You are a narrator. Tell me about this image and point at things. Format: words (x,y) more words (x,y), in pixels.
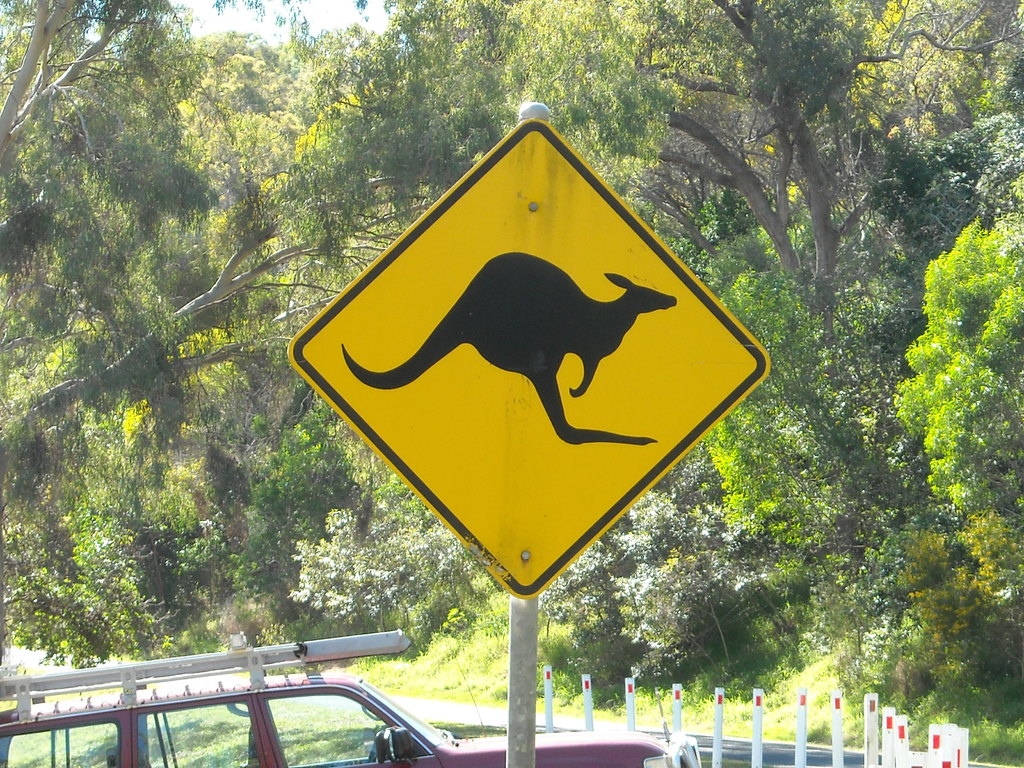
In this image we can see a sign board (503,561). Behind the sign board (507,523), we can see a car (213,750), fence (722,747), road (455,705), grass (477,681) and trees (178,155). At the top of the image (334,15), we can see the sky (313,24).
